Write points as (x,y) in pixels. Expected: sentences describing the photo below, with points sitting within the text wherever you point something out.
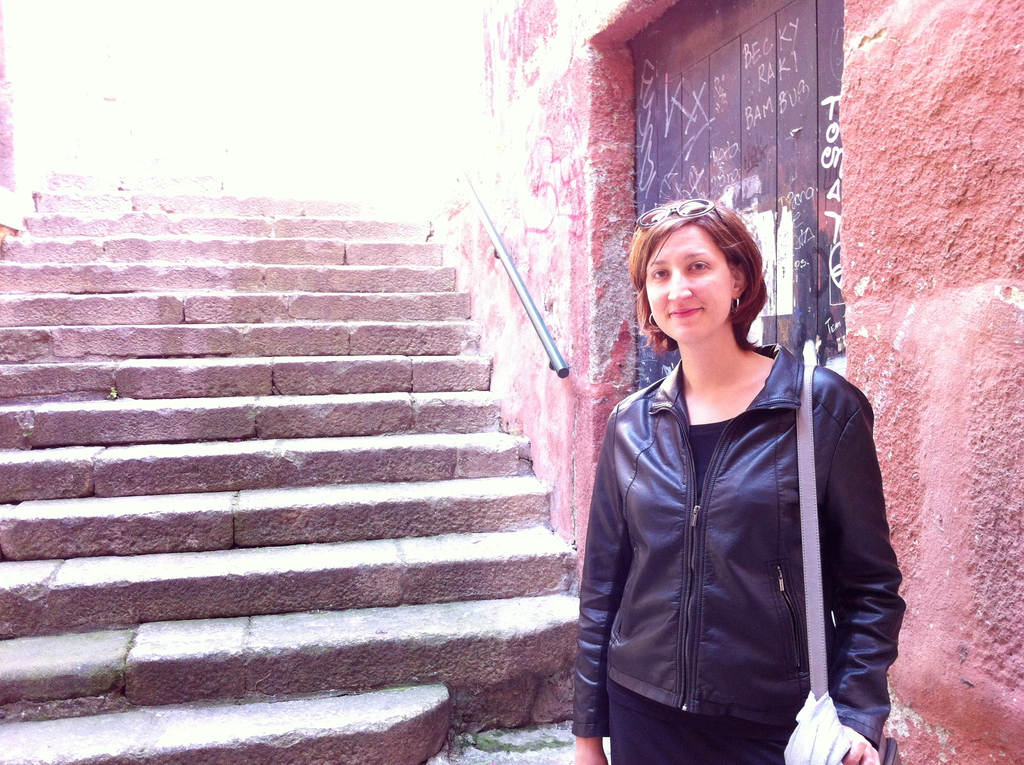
In this picture we can see a woman (620,710) wearing a jacket (646,448) and carrying a bag (822,762) and standing and smiling, steps (439,329) and at the back of her we can see the wall (509,178).
